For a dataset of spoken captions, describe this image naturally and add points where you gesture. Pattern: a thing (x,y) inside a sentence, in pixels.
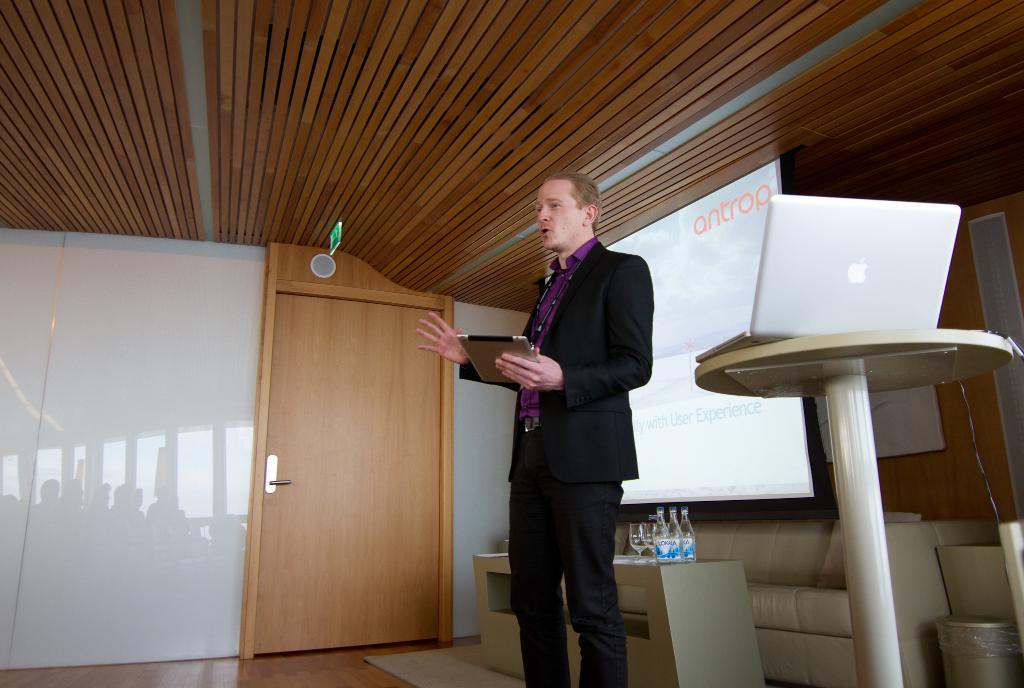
In the center (612,296) we can see one man (590,421) standing and holding tab (481,351). In the back ground (728,204) there is a board (735,313), table (848,355), laptop (817,287), bottles (688,553), glass (650,529), couch (776,568), door (360,502) and wall (997,409).
